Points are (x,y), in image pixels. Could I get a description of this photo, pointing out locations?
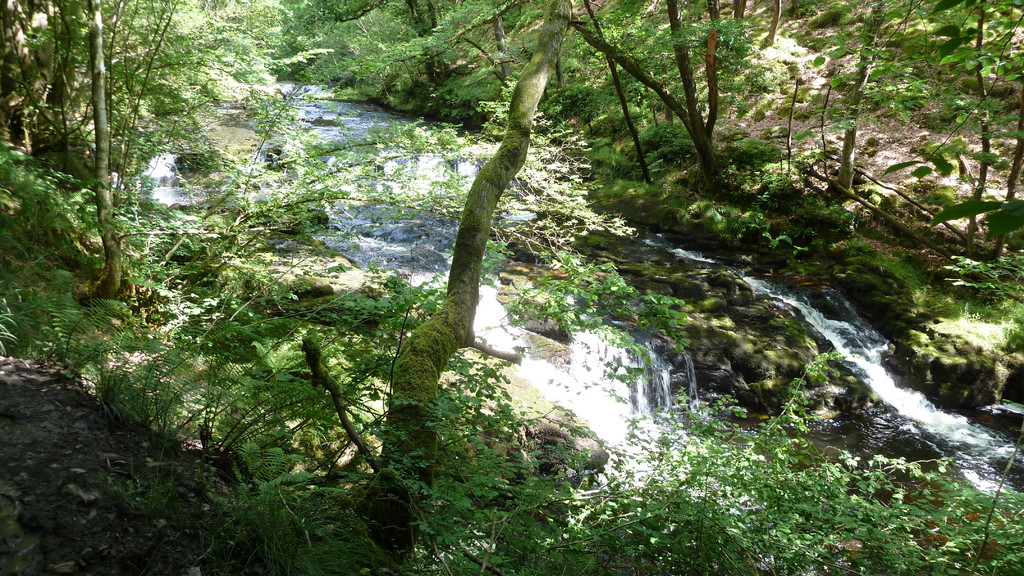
In this image I can see many trees (377,312). To the side of the trees (459,288) I can see the water (495,290) flowing.
